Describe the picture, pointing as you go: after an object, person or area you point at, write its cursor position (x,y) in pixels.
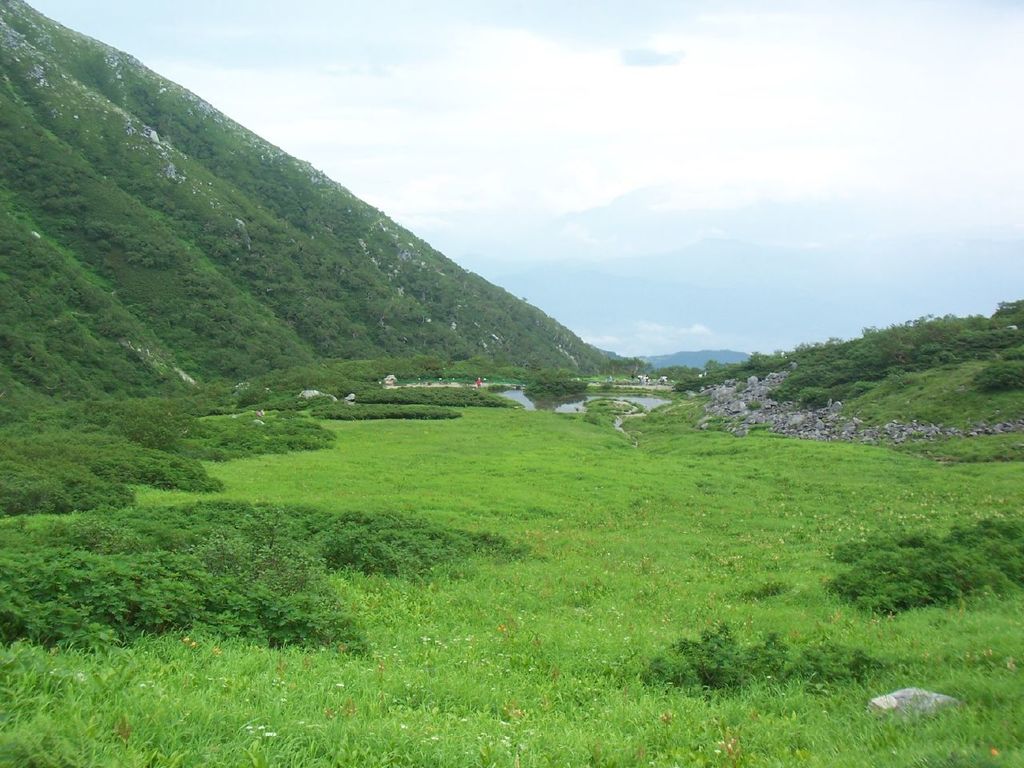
In this image I can see at the bottom (792,564) there is the grass (517,539), on the left side (181,147) there are trees (264,256) on the hill (322,299). At the top (564,153) it is the cloudy sky (624,129).
